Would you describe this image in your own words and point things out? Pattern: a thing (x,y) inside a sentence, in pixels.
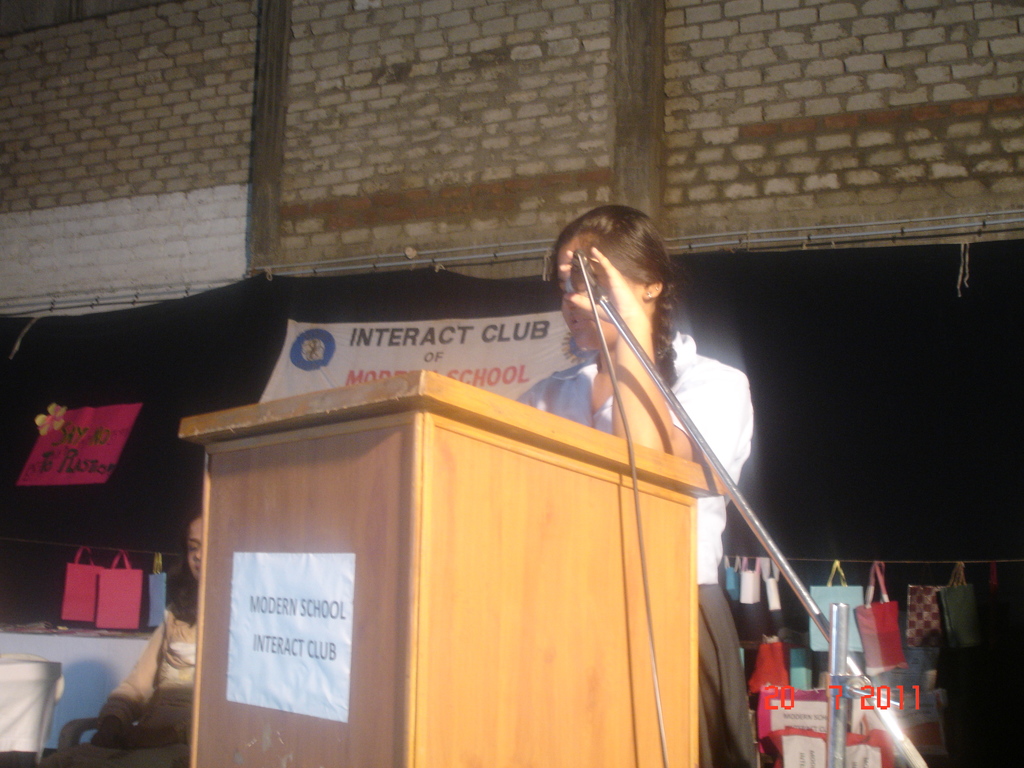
This image consists of a banner (458,349) backside. There is a podium (464,576) in the middle (585,506). A woman (612,408) is standing near the podium (618,501). She is holding mic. There is a mic stand (846,714). There are bags (881,653) in the bottom right corner (861,721). There is a woman (179,675) sitting on the left side (146,672) bottom. There is a wall (508,116) on the top (507,179).
